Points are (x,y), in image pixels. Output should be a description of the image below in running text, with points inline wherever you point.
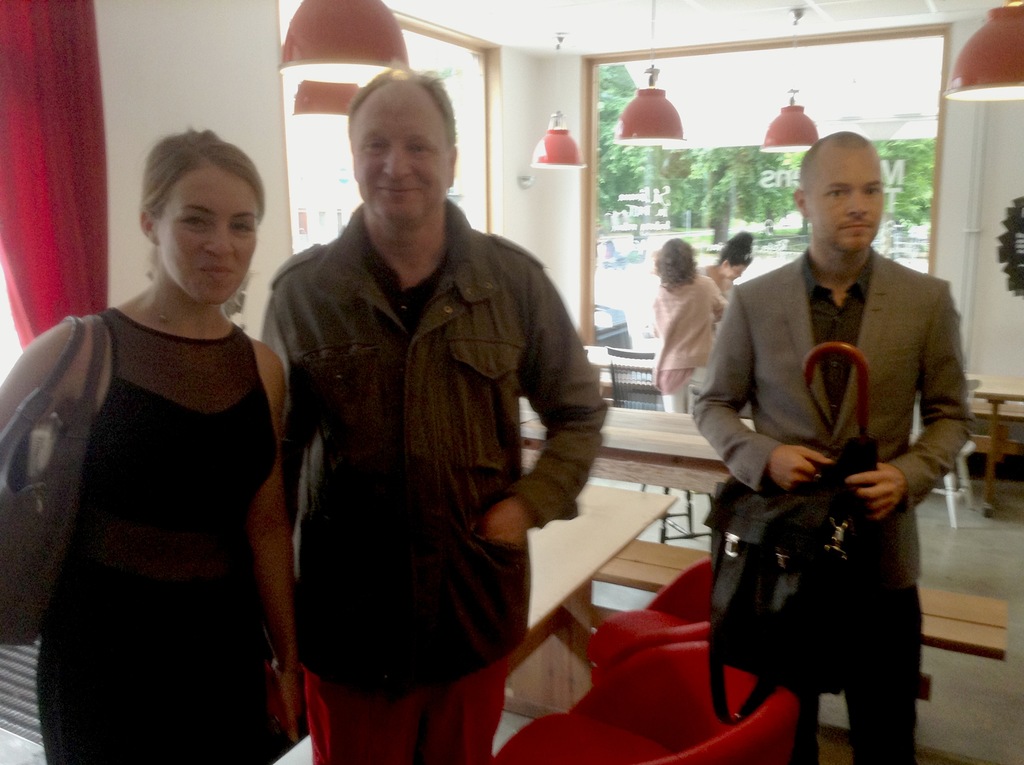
In this picture, we can see three people (383,554) are standing on the floor (938,719) and a man (848,407) is holding an umbrella (866,447) and a black bag (802,592). Behind the people (176,724) there are chairs (642,623), tables (599,523), bench (672,565), glass window (617,230) and there are ceiling lights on the top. Through the window (671,202) we can see the trees (720,227).
